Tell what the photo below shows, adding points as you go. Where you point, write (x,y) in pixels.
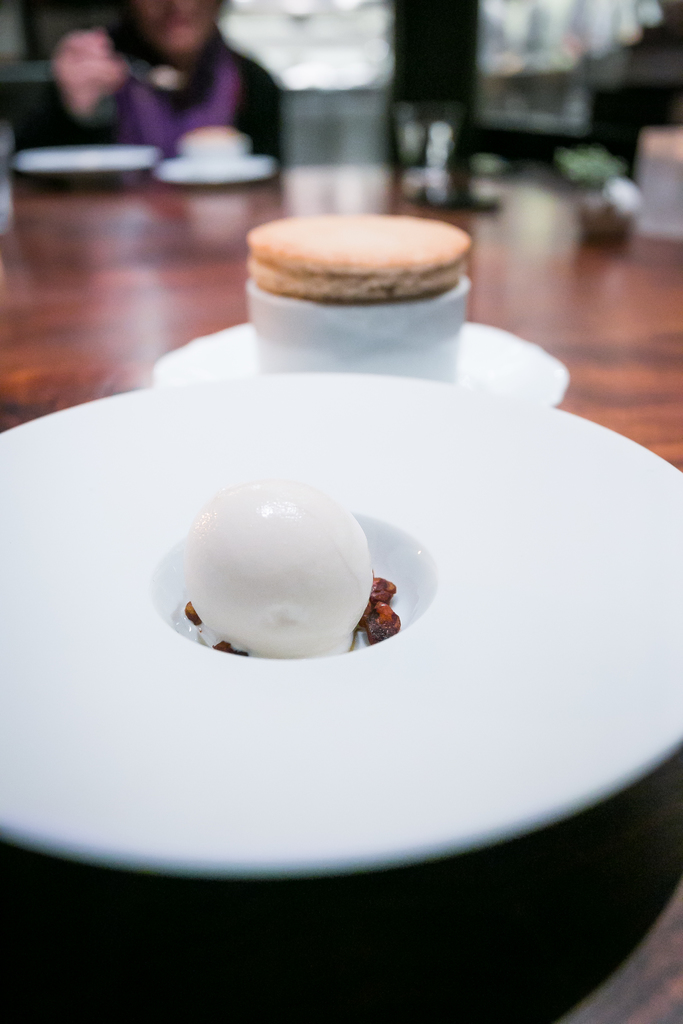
This is a zoomed in picture. In the foreground (502,780) we can see the white platters (437,396) containing some food items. In the background (274,80) there is a person (188,83) seems to be eating some food (176,70) and there are some items (673,160) placed on the top of the wooden table (632,295).
